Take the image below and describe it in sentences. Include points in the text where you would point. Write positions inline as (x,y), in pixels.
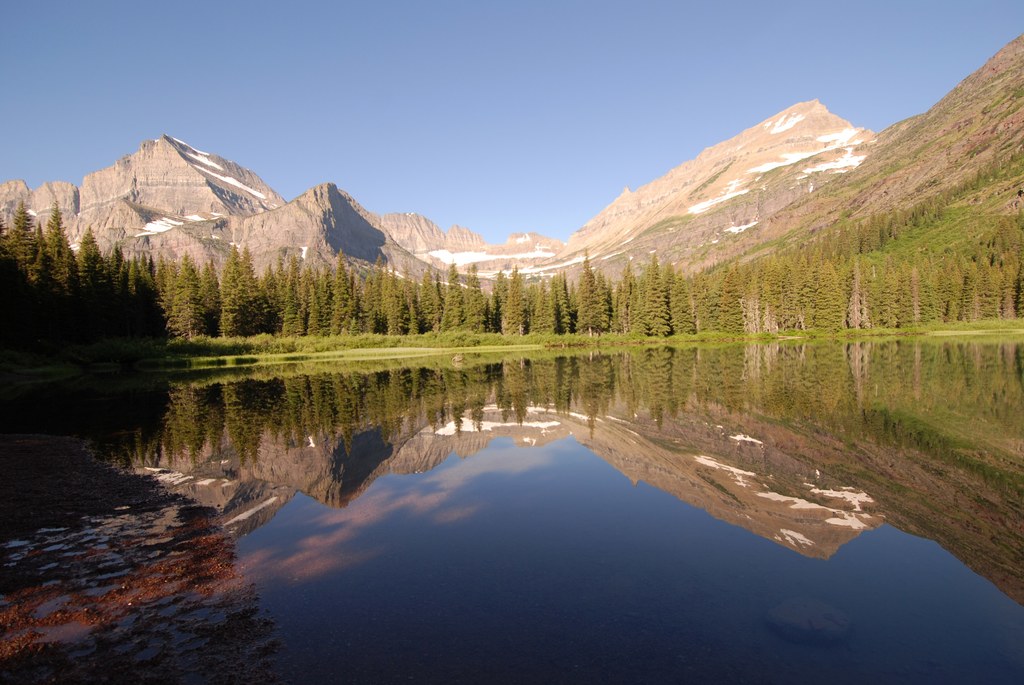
In this image I can see the water (551,496). To the side of the water (433,392) there are many trees (67,334). In the background (353,194) there are mountains (88,202) and the blue sky (392,81).
